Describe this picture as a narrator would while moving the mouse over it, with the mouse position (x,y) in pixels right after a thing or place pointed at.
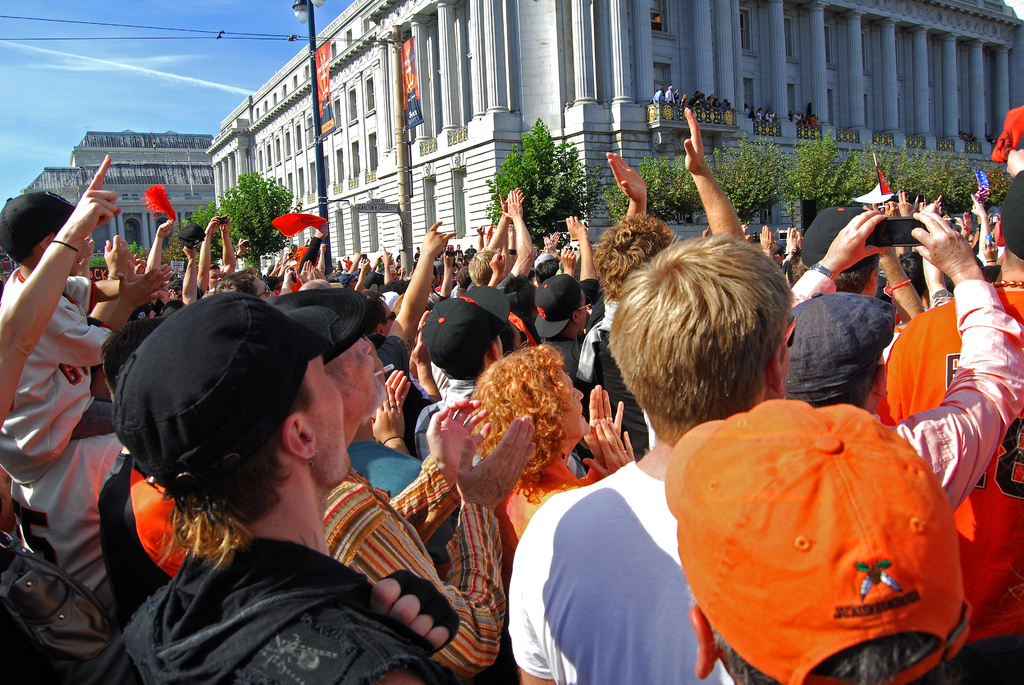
In this picture I can see buildings (281,167), trees (536,191) and few people (609,337) are standing and few are wearing caps (833,318) on their heads (830,400) and I can see pole light (313,14) and a blue cloudy sky (146,110).
